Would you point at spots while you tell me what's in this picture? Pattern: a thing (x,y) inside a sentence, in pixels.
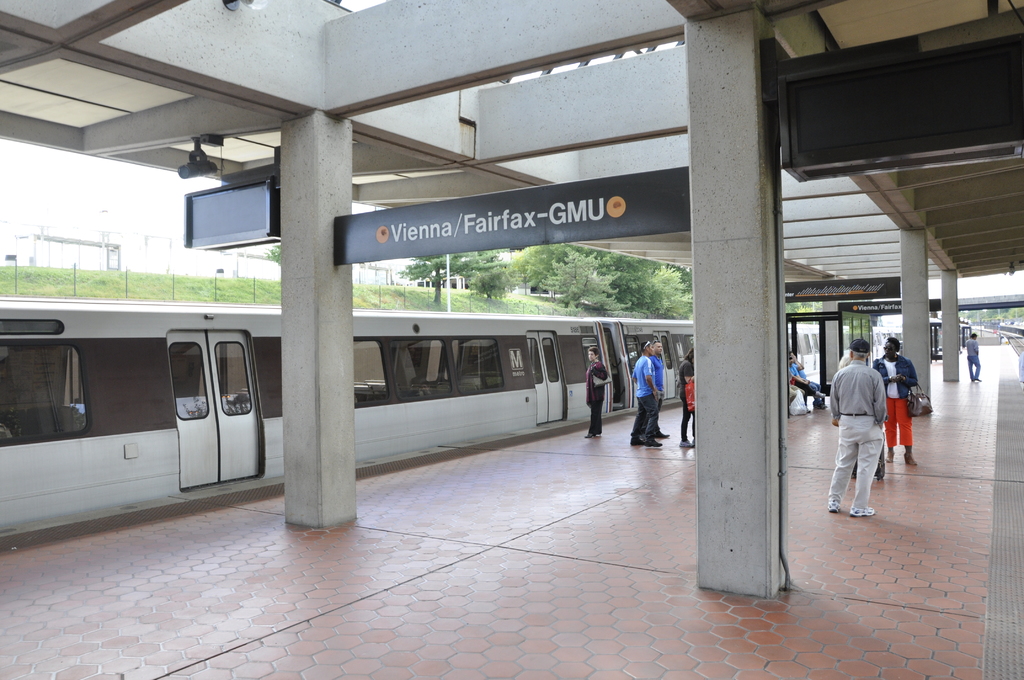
In the image we can see there are people (912,431) standing on the platform (960,477) and behind there is a metro train (402,380) standing. There are trees (613,289) at the back (638,263).
